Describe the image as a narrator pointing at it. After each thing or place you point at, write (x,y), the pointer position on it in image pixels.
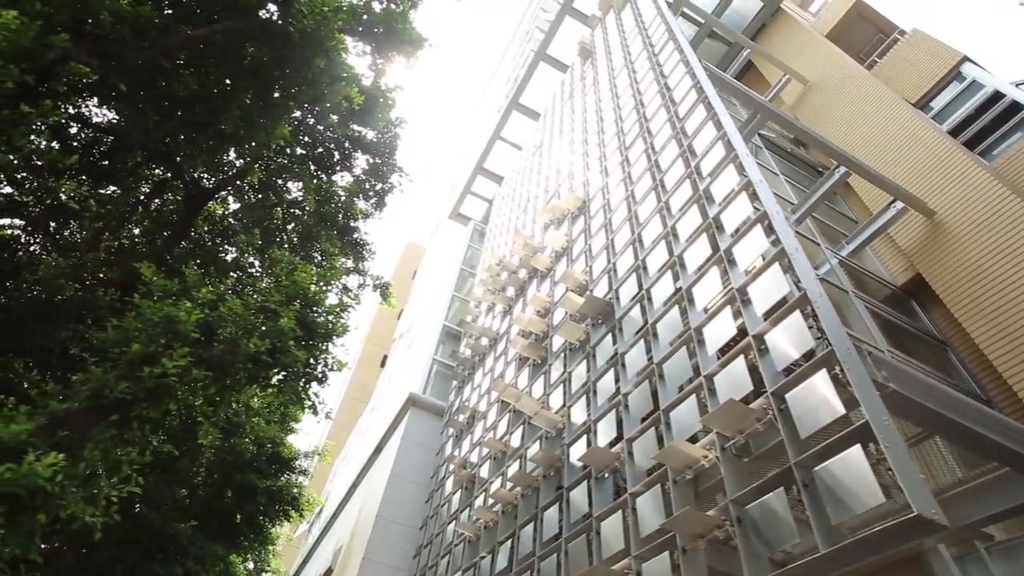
In this image we can see a building (649,378) and a tree (214,248). The sky (996,21) is in white color.
